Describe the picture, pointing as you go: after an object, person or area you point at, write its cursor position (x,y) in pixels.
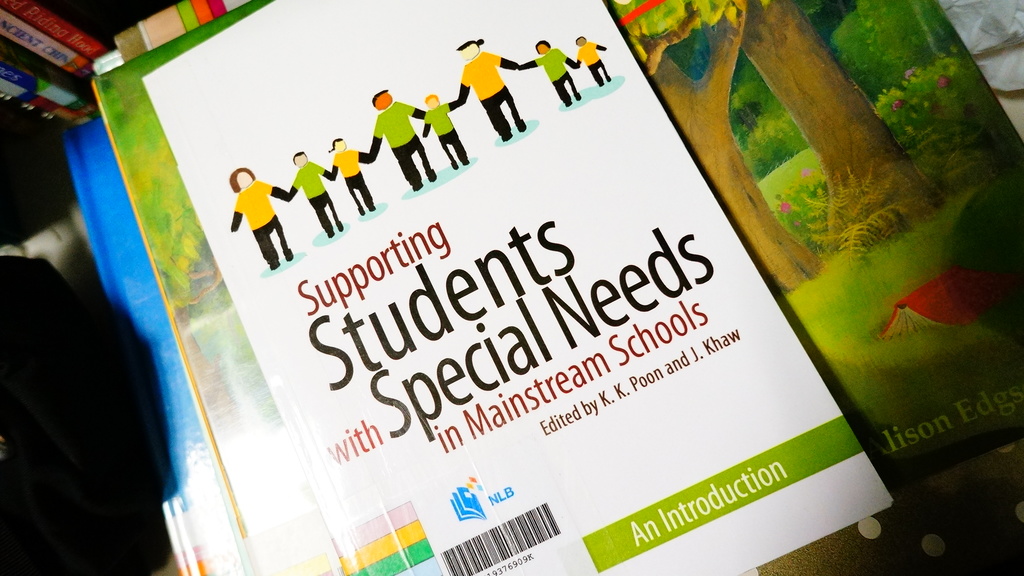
In the image we can see some books (586,545).
